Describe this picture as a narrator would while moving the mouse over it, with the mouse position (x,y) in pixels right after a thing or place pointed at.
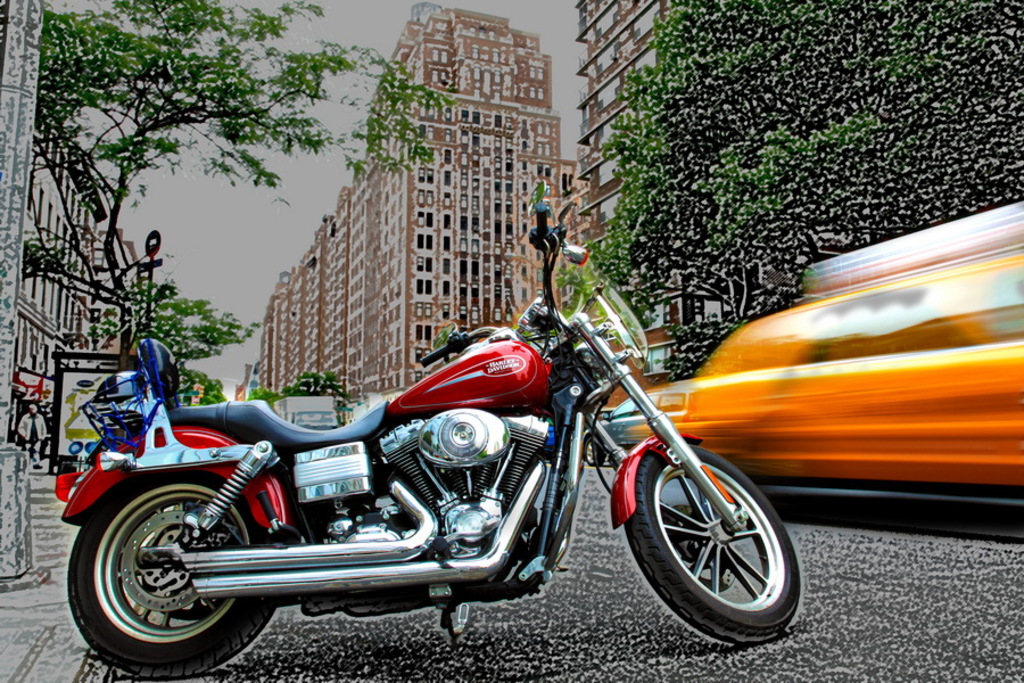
This is an edited image. In the foreground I can see a red color bike (629,525). In the background (237,106) I can see grills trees (109,97), poles (11,80), sign boards (66,411), buildings (438,196), a person (31,436), trees (419,152) and cars (874,340).
